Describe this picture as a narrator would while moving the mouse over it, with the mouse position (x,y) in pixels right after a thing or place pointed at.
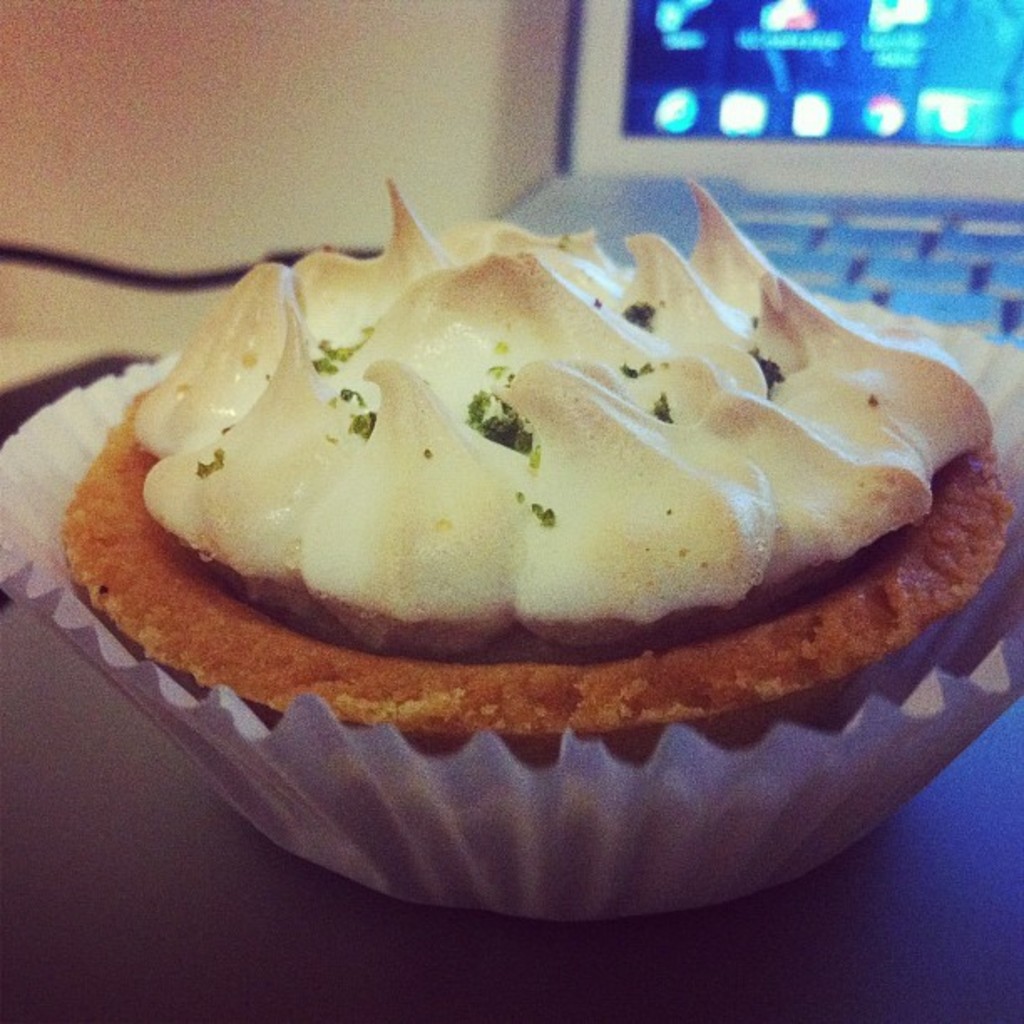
In this image we can see a cupcake (605,687) placed on the table (452,941). In the background (870,180), we can see a laptop (822,188).
